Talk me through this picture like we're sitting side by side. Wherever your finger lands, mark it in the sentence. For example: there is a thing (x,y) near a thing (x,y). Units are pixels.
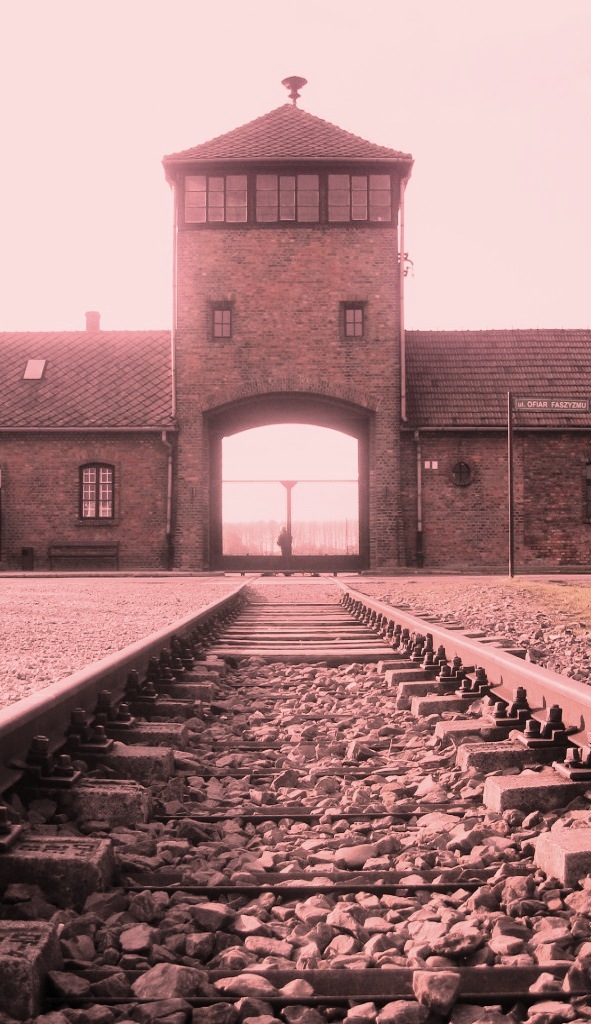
In this image we can see a building (277,334), pipelines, windows (105,483), chimney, ground (201,596), pole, railway track (314,818), stones (308,788) and sky (190,104).
